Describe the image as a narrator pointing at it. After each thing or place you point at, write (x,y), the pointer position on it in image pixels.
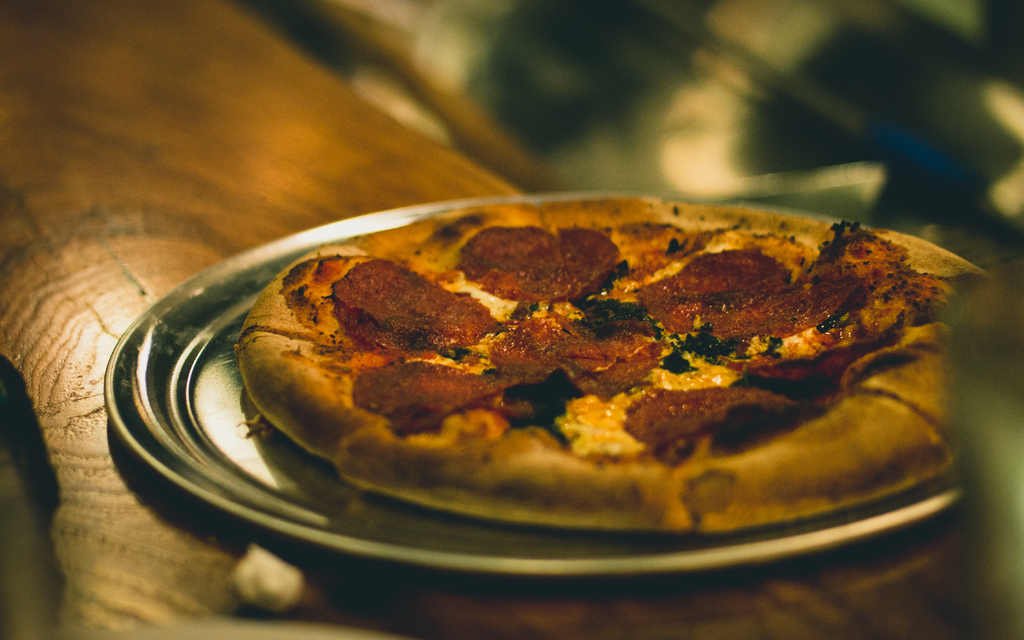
In the foreground of this picture (432,377), there is a pizza (418,388) on a plate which is placed on the table (127,209).
